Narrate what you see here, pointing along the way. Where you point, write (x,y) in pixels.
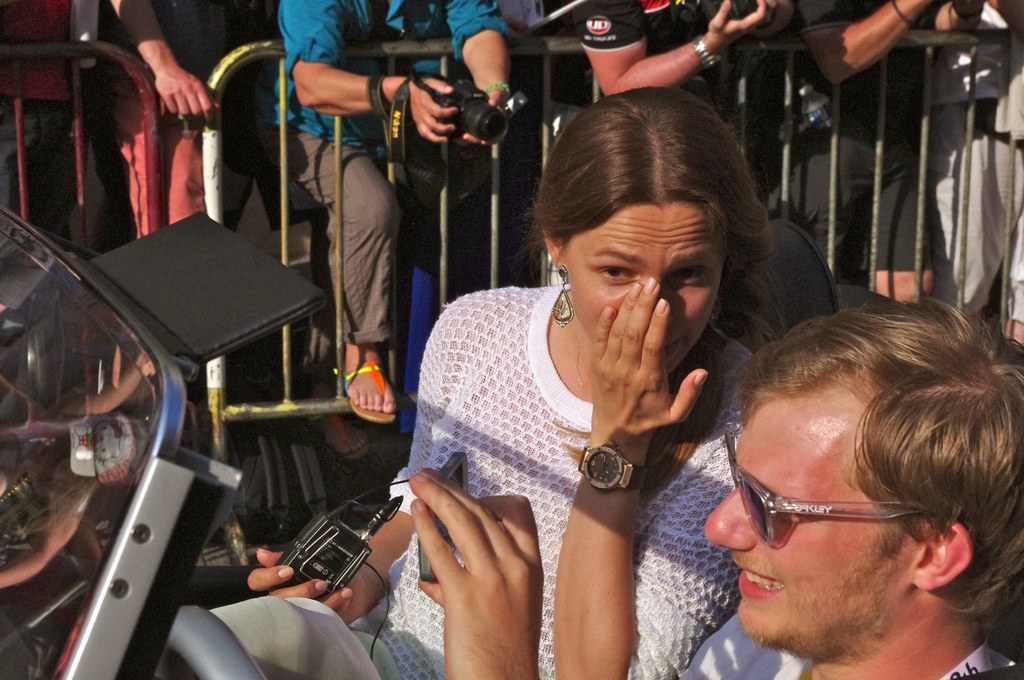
There are two persons (581,587), he is holding a mobile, she is holding an object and in the background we can see a fence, persons (374,405) are standing on the ground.
